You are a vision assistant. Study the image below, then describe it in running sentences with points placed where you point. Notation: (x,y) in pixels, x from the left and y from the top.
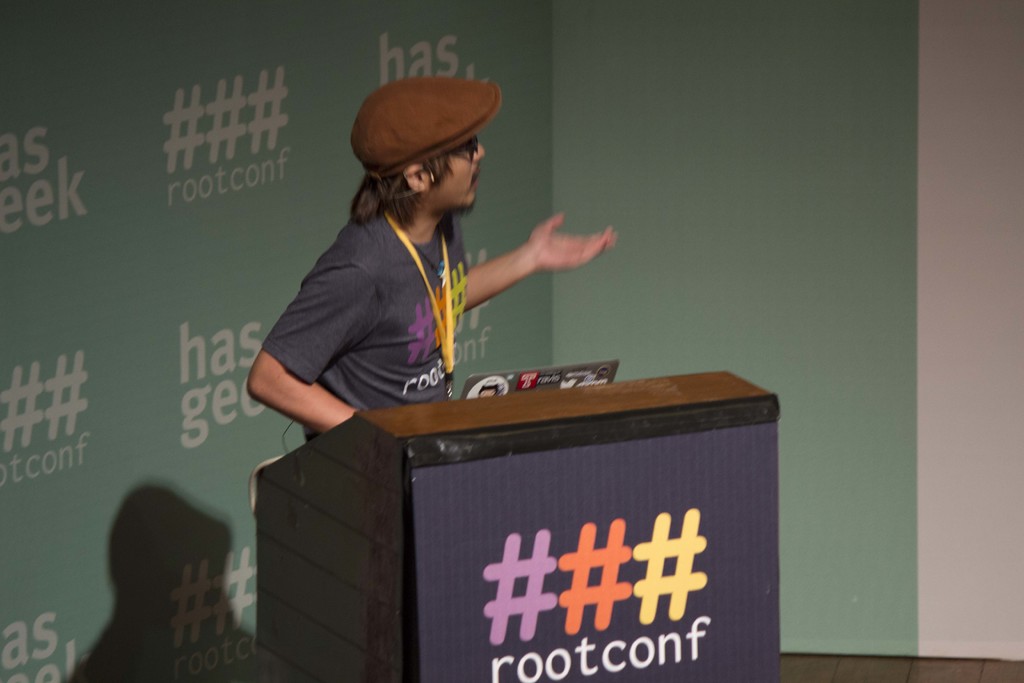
In this picture I can see there is a man (282,364) standing behind the wooden table (595,502) and he is looking at right side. He is wearing a cap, t-shirt (340,350) and a tag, there is a laptop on the wooden table (577,546) and there is a wall (101,276) in the backdrop (186,241) and there is something written on the wall (160,611) with few symbols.
